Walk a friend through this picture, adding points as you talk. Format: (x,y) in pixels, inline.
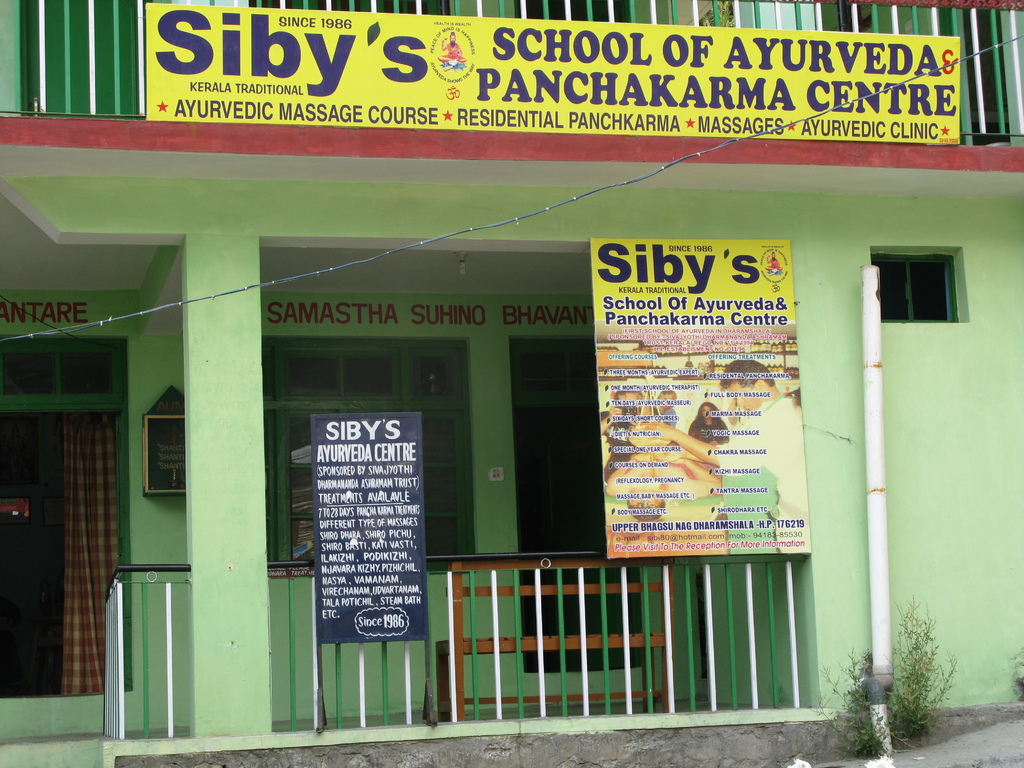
In this image we can see a building (348,222), boards (719,402), railings (519,574), windows (349,377), curtain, wall (464,225), pillar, pipe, plants (865,754), frames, and a bench (552,585). Here we can see something is written on the wall (906,358).
